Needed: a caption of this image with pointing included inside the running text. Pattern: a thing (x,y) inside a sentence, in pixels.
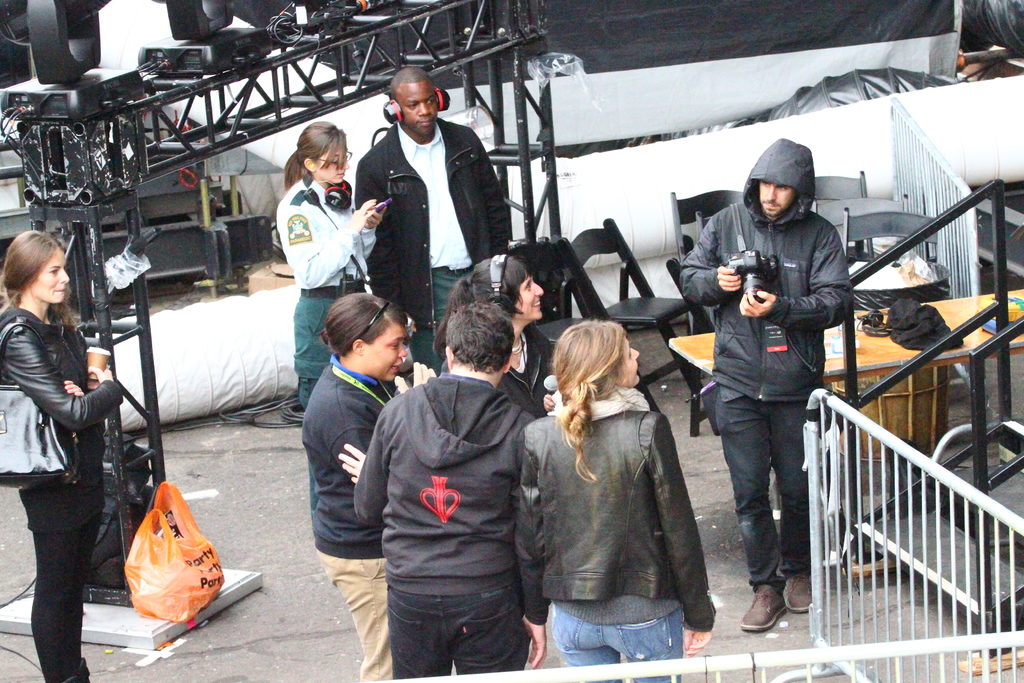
In this picture I can observe some people (704,234) standing on the land (264,513). There are men (393,228) and women (100,496) in this picture. On the right side (867,518) I can observe a railing (816,461) and chairs (848,221) in front of a table (851,320).
